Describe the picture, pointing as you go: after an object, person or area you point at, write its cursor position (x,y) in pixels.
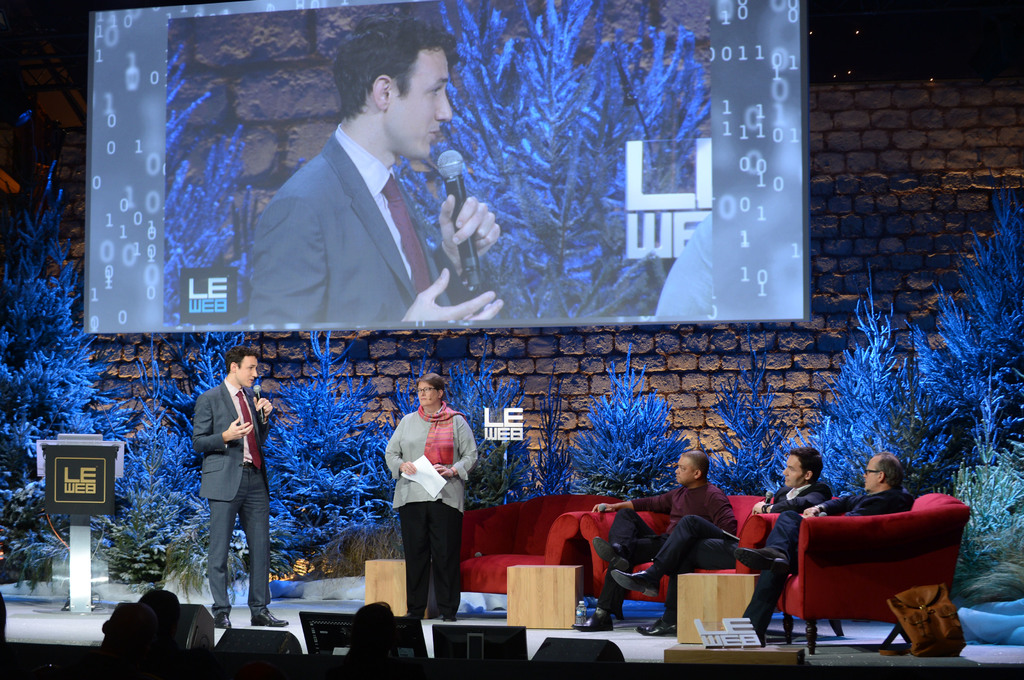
On the right side (824,497), there are three persons (795,485) in different color dresses (808,489), sitting on red color sofas (735,507). Beside them, there is another sofa (534,539) arranged on the stage (90,633). Beside this sofa (471,558), there is a woman (433,387) in gray color t-shirt (410,488), holding a paper (422,459) and standing. On the left side (214,467), there is a person (212,423) in a suit (212,433), holding a mic (262,389) and speaking on a stage (239,604) and there is a stand (69,475) arranged. In front of this person (254,541), there are two persons (108,628) and there are some objects (189,638) arranged. In the background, there is a screen (384,178) arranged. Below this screen (285,295), there are plants (959,315). Beside these plants (856,399), there is a brick wall (840,125).
